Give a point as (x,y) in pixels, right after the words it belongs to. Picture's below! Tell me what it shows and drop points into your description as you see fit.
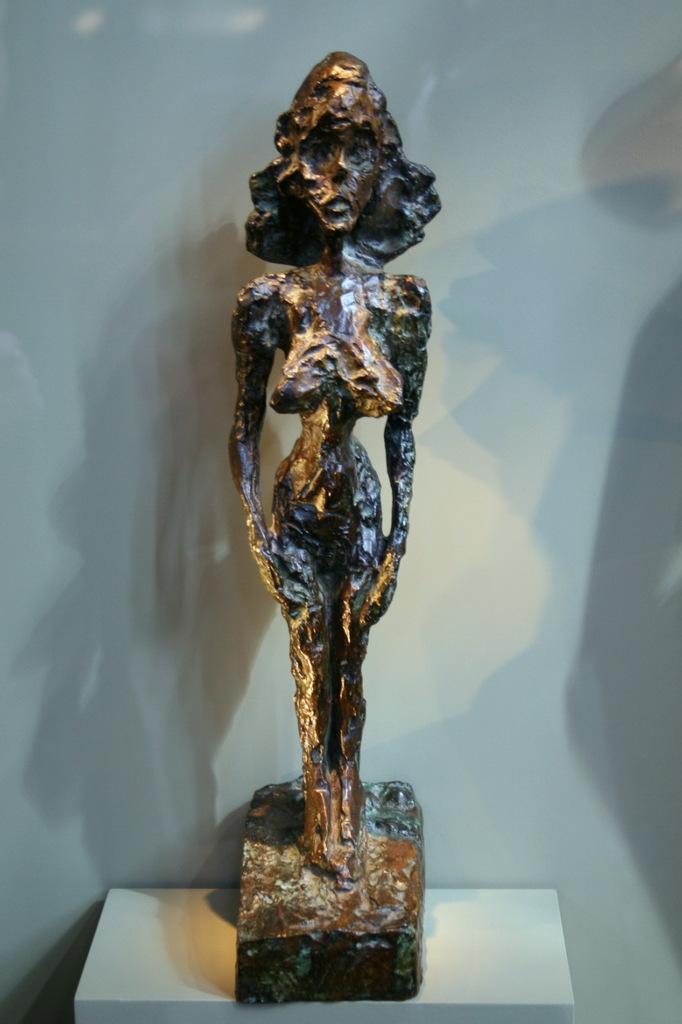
In the center of the image (323,520) there is a statue (283,806) placed on the table (417,1000). In the background (420,69) there is wall (201,55).
